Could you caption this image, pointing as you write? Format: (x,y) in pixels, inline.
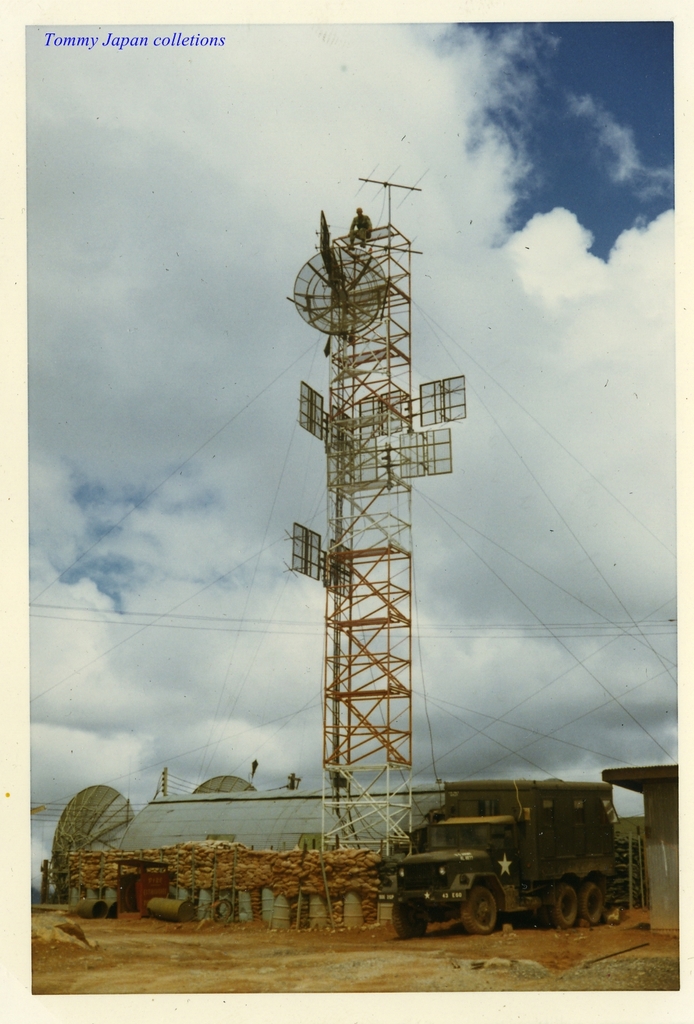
There is a vehicle (497,872), shelters (266,874) and a tower (367,698) present at the bottom of this image (358,799), and there is a cloudy sky (215,555) in the background (260,497).
